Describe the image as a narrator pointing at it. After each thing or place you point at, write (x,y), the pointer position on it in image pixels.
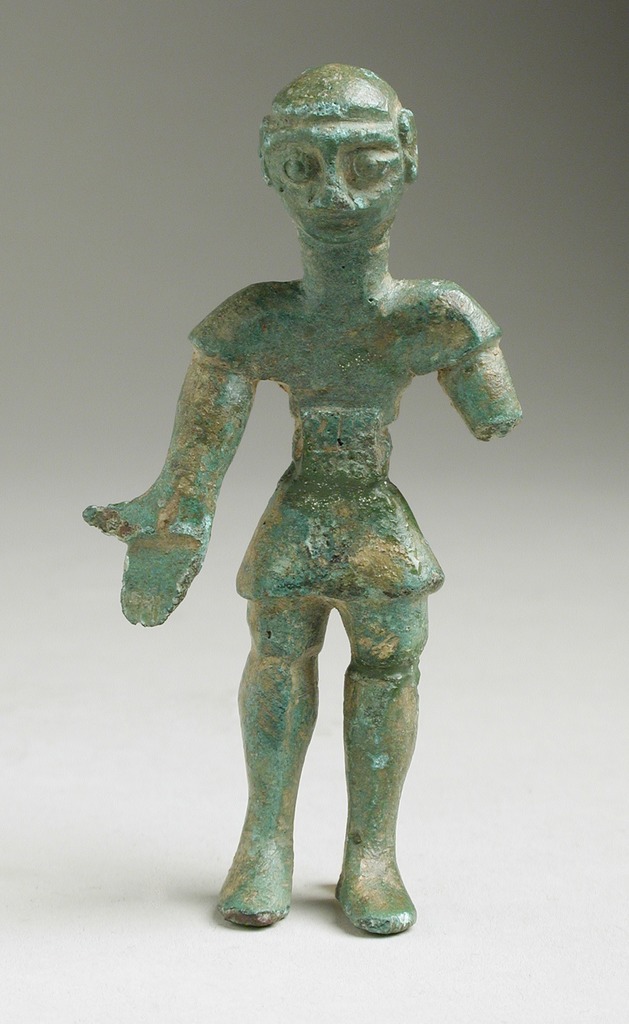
In this image I can see a green colour sculpture (303,573) and I can also see white colour in the background (236,146).
